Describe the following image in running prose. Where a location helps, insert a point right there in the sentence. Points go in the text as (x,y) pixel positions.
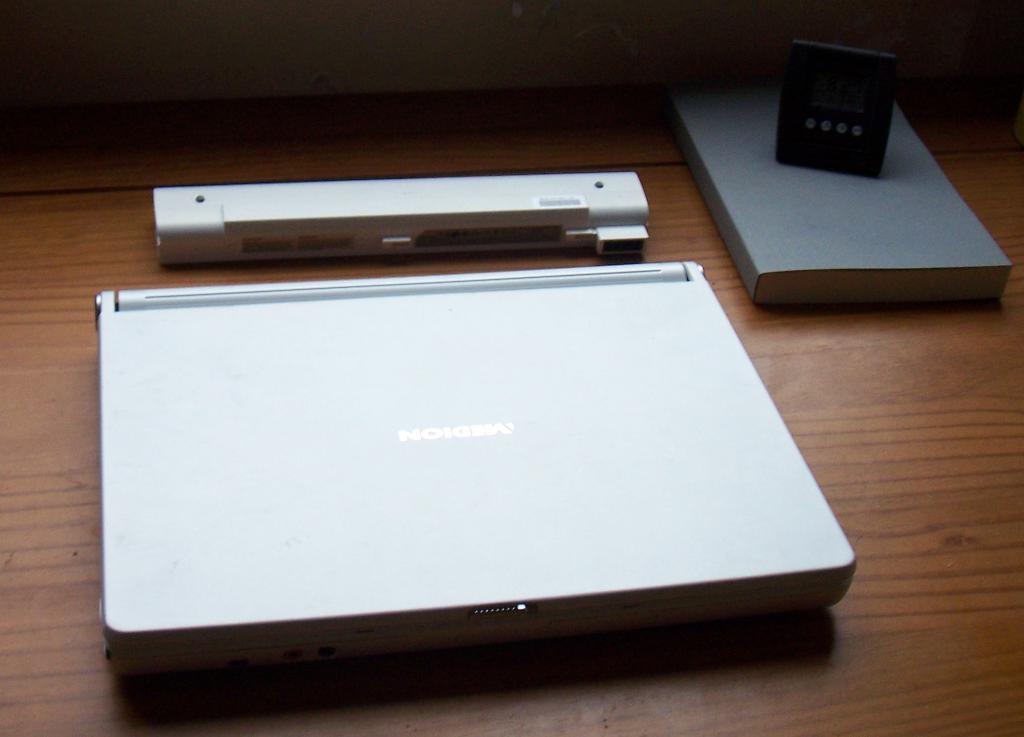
Here in this picture we can see a table (576,263), on which we can see a laptop (545,368), a book (829,287) and other electronic devices (877,133) present on it over there.
